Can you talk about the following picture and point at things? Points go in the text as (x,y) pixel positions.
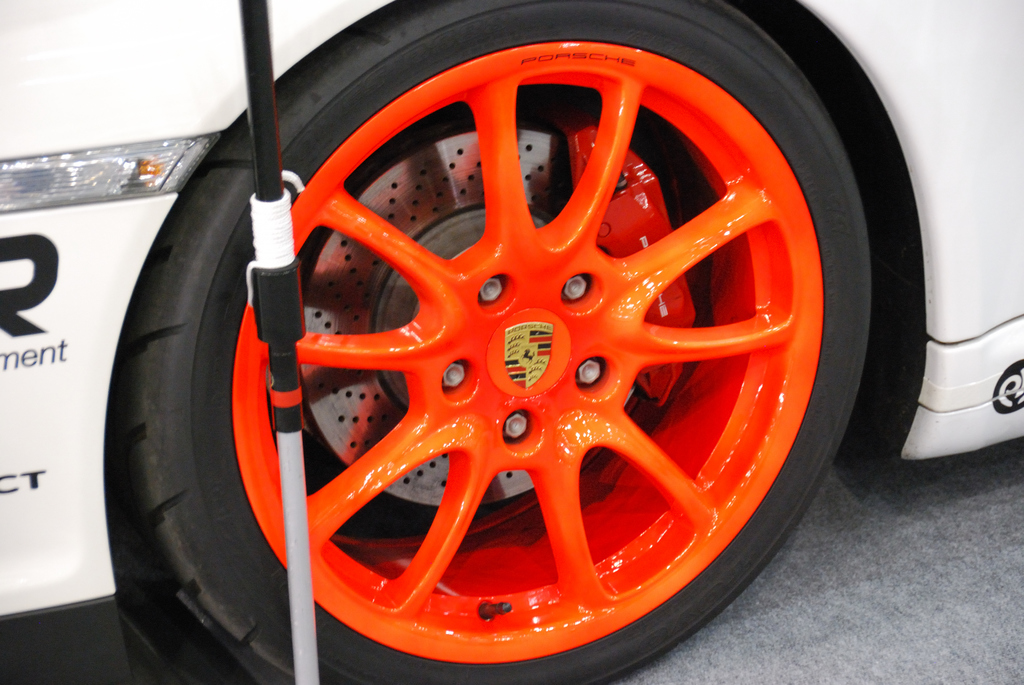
In the picture we can see the white color car (648,361) with orange color wheel alloys (610,345) to the tire (260,568). Here we can see the stick (281,243).
